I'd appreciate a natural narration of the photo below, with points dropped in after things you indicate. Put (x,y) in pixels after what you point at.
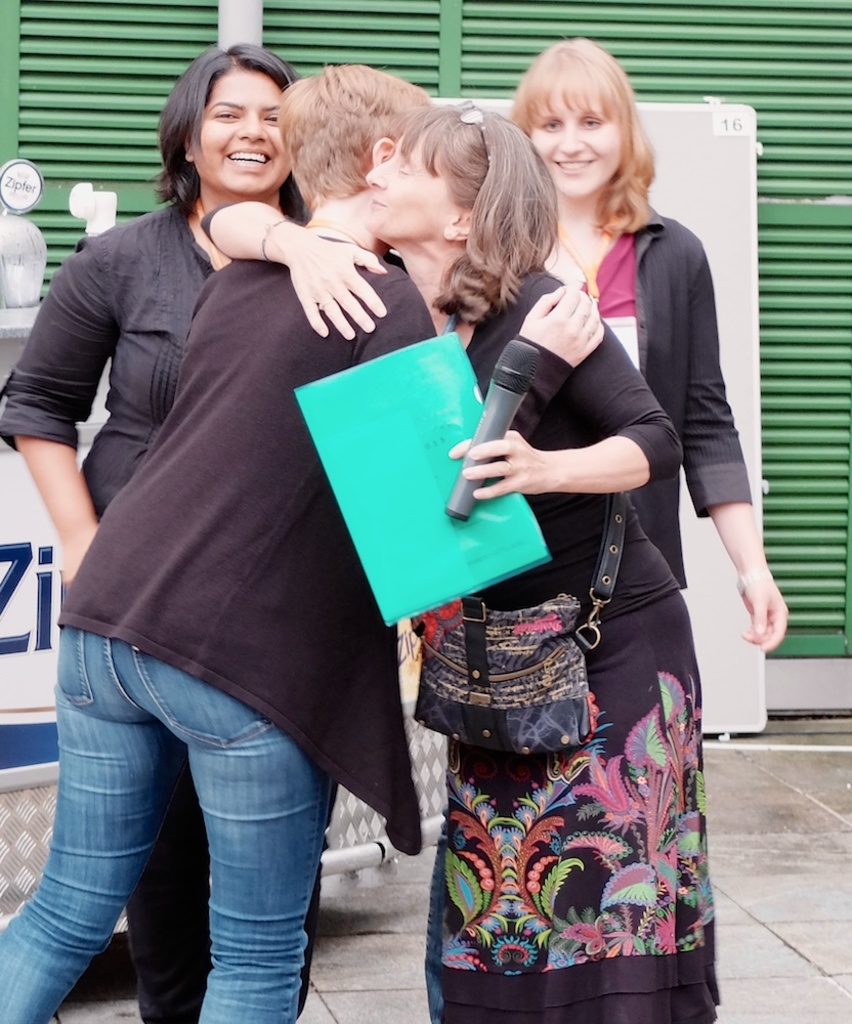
In the image there are four women (333,322), first two women (246,312) are hugging each other, the right side woman (554,500) wearing black dress (538,435) is holding mic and file (489,546) in her hand (520,448) and she is wearing a bag (565,670) to her left hand (484,455), in the background (378,31) is a green color window (718,48).
